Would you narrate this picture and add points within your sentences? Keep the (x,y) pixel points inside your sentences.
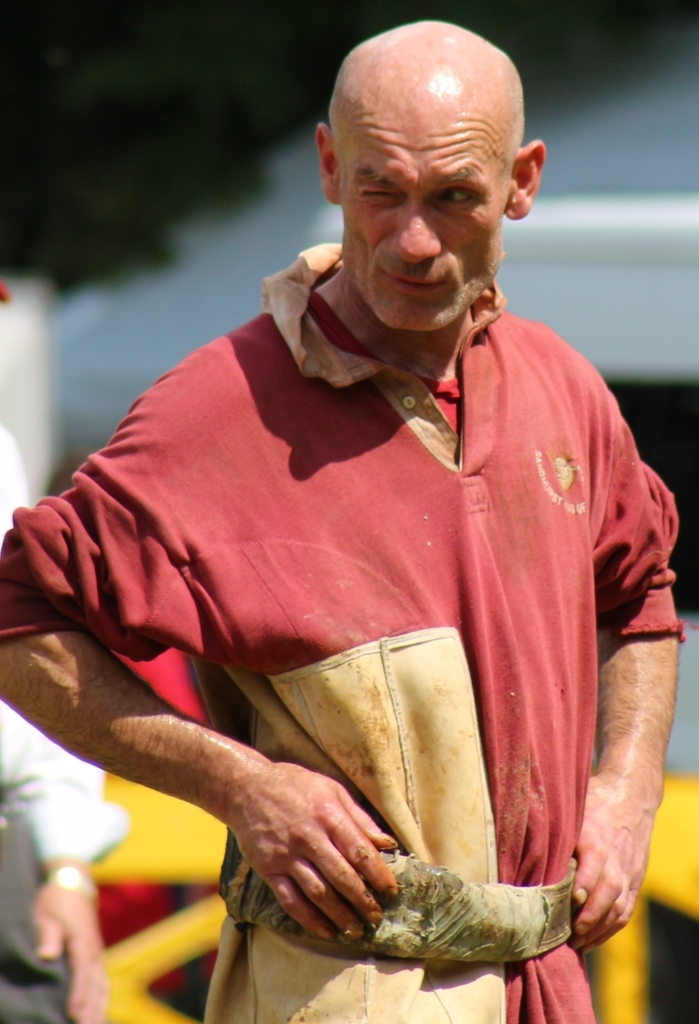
in this image we can see a man (467,639) is standing and he is wearing red color dress (457,579). Behind him one more man (23,473) is there.
